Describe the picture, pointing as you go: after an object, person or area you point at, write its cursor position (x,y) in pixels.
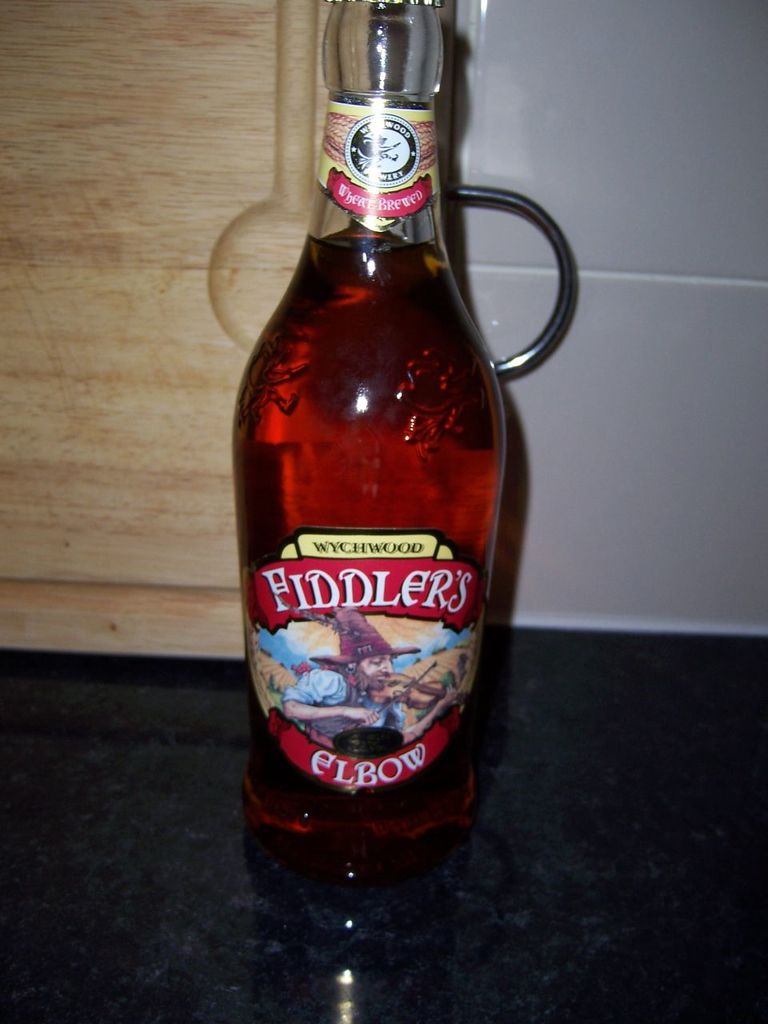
In this picture we can see a bottle (421,399) on the counter (641,875). And this is wall (628,104).
